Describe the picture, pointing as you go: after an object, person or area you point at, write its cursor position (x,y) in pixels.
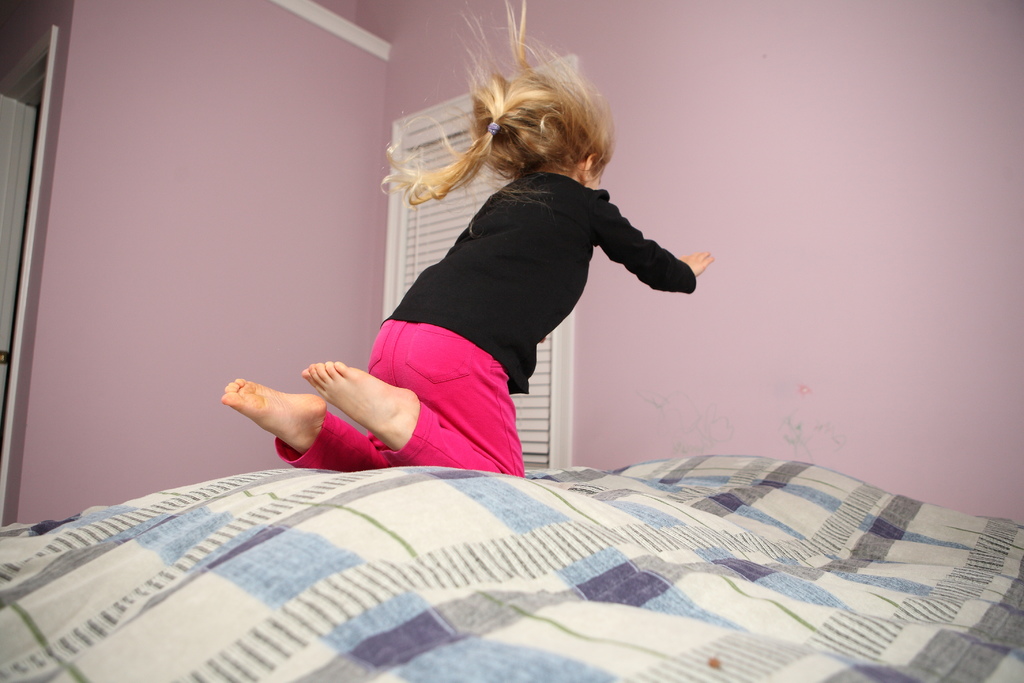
A child (426,292) is jumping onto bed (519,486). She wears a black shirt (506,334) and pink pant (480,418). There is a door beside the bed (663,471). The color of the wall (652,454) is pale pink.
